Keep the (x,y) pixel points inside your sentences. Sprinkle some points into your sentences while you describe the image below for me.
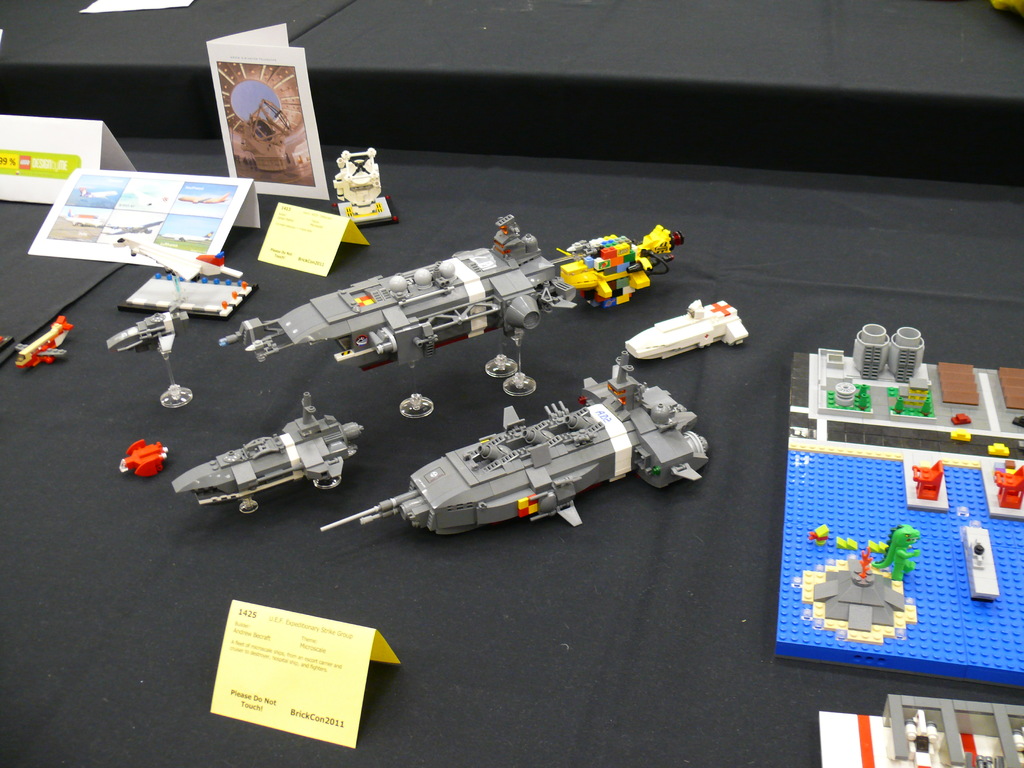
In this image we can see toys (497,448) and paper cuttings (280,249) on the black color surface (614,629).
